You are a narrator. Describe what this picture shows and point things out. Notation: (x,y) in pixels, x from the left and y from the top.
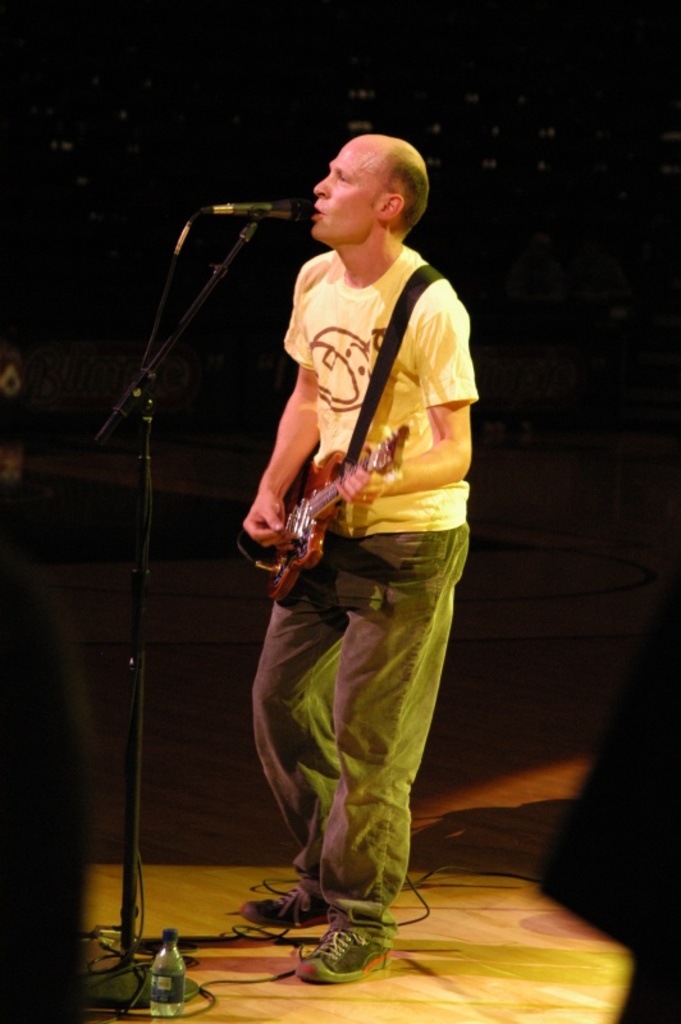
In this image we can see a man (463,305) standing in front of a mike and playing a guitar (318,496). Here we can see a bottle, stand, and wires (232,982) on the floor (634,579). There is a dark background (269,103).
